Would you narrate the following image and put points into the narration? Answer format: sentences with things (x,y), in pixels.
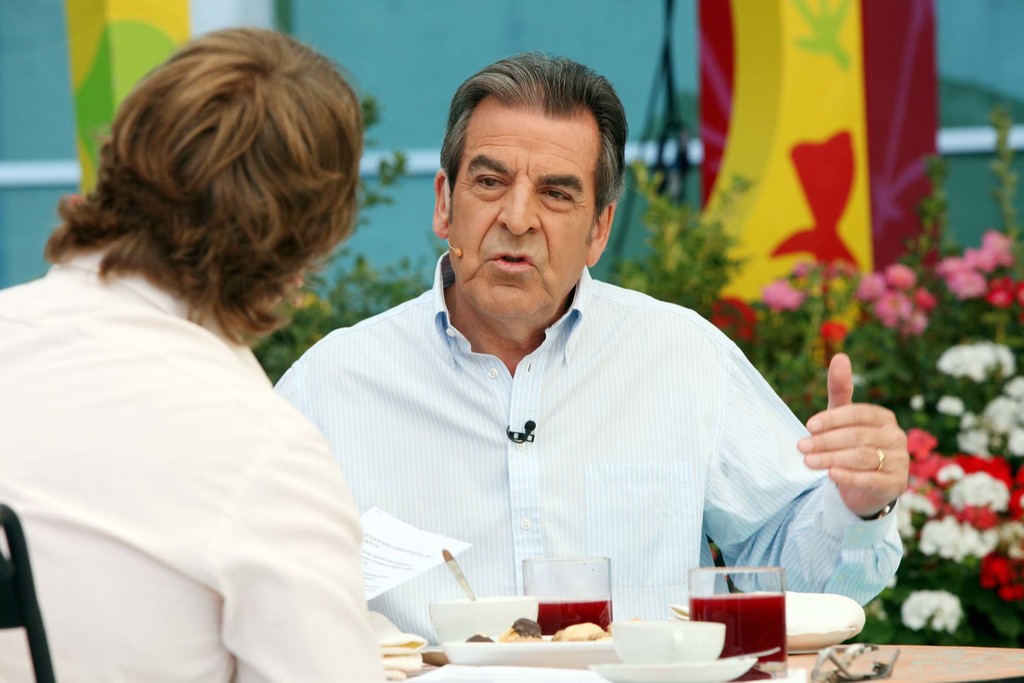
In this image in the middle (494,292), there is a man (571,416), he wears a shirt (609,449), he is speaking. On the left (194,405) there is a man (123,457), he wears a shirt (155,437), he is sitting. In the middle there is a table (799,662) on that there are glasses (734,625), bowls (697,653), plates (582,656), food items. In the background (869,295) there are plants (860,336), flowers (957,480), flags (802,74) and wall (407,77).
